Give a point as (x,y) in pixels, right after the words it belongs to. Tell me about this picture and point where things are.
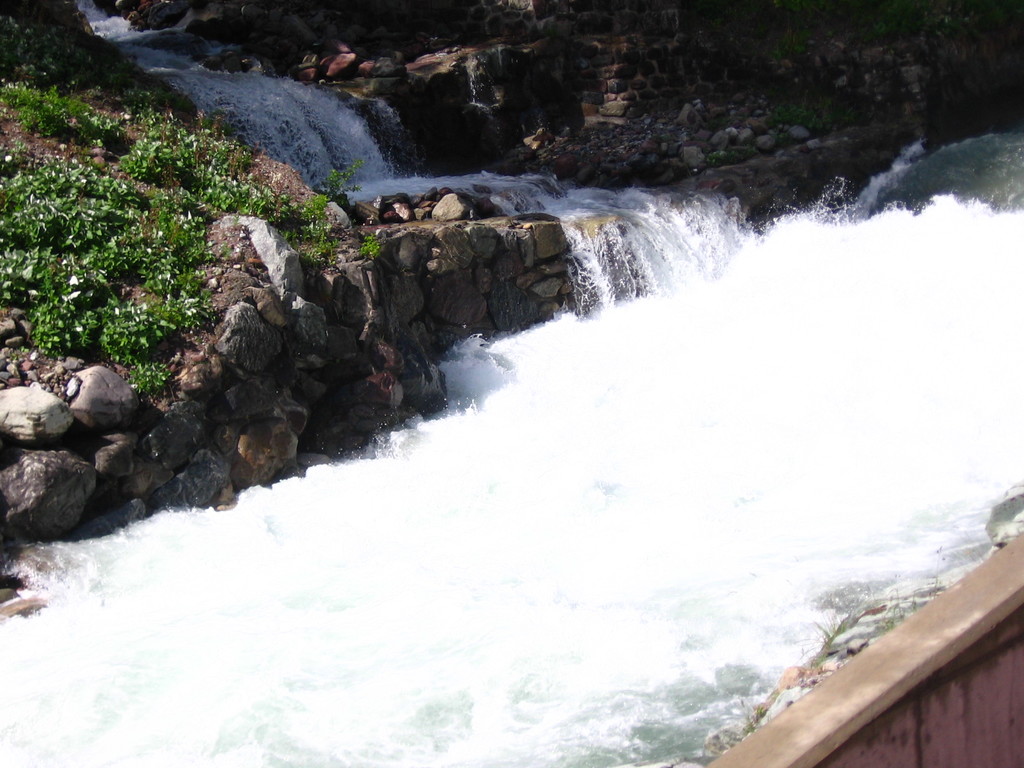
In the picture we can see the water (30,557) and beside it we can see stones (155,14) and plants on top of it and water (354,116) is flowing from the rocks (171,3).
